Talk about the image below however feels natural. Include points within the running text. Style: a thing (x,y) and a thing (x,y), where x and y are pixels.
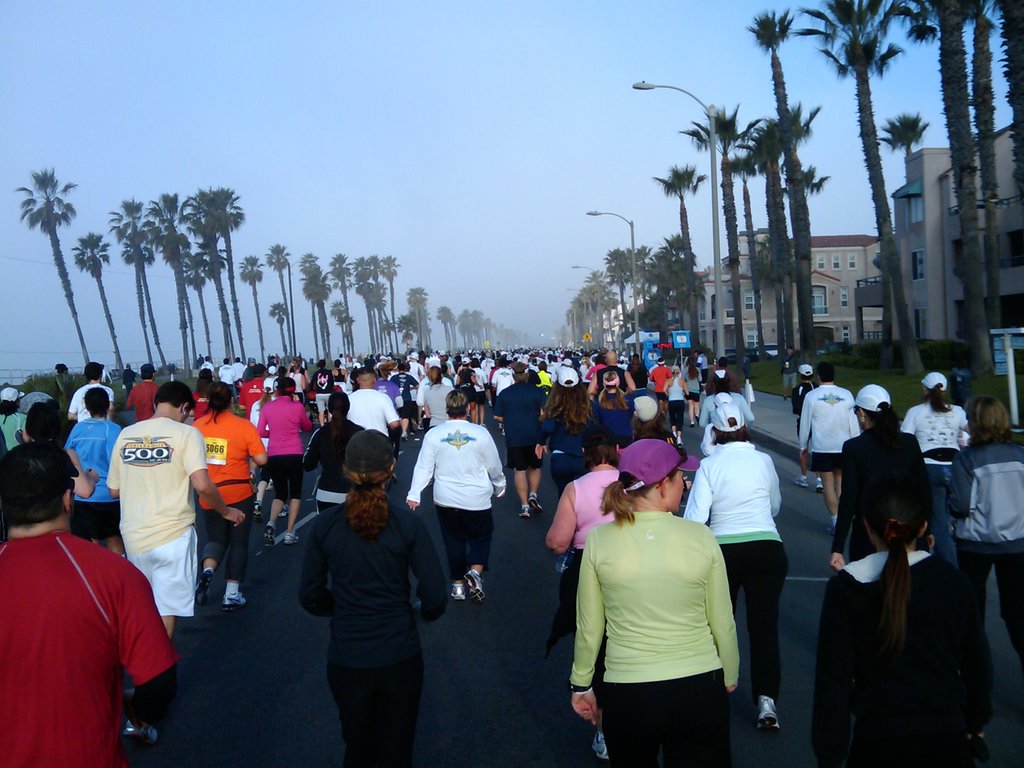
people (591,555) walking on the road (512,668) as we can see in the middle of this image (409,485). There are some trees (351,328) in the background (764,335), and there are some buildings (954,287) on the right side of this image (726,279), and there is a sky (373,154) at the top of this image (424,132).
